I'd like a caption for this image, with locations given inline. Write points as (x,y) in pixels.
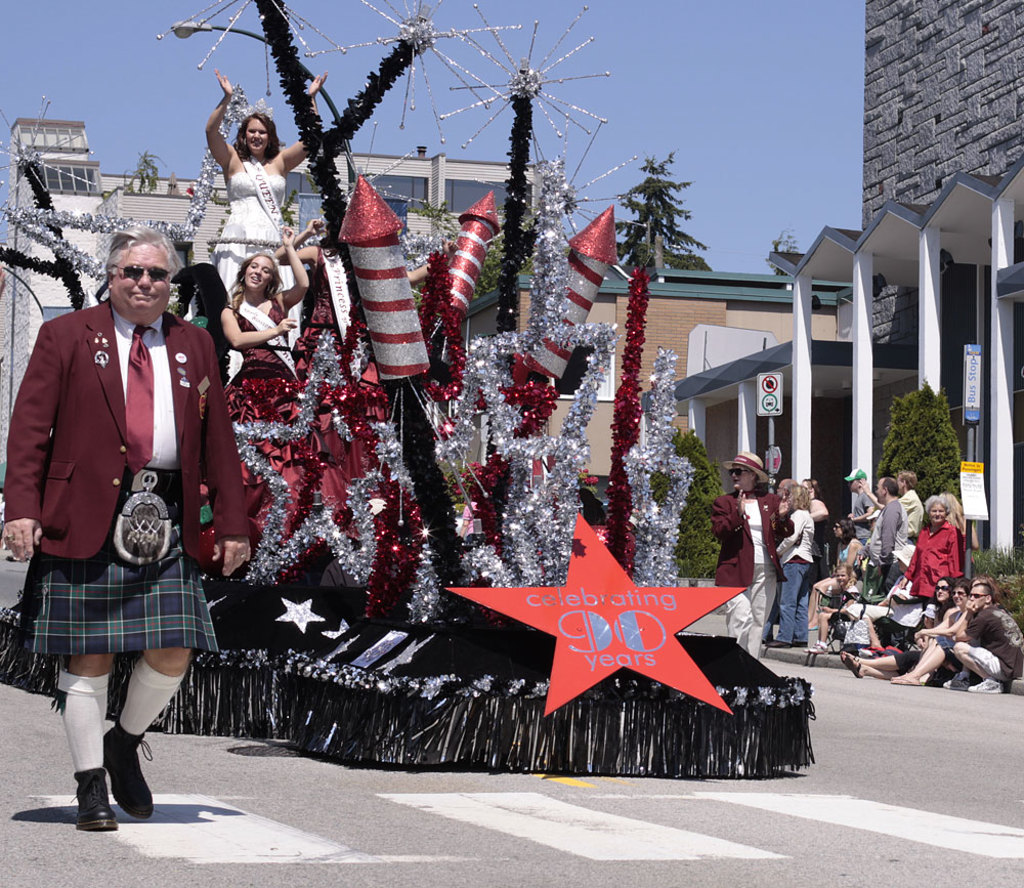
In this image we can see a person (135,484) wearing red color suit (104,493) and skirt (171,579) walking on the road (131,821) there are some persons (286,243) standing on the vehicle (312,142) which is decorated with stars (339,430) and rockets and on the right side of the image (858,519) there are some persons (854,545) sitting and standing near the house (687,402) and in the background of the image (681,150) there are some houses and clear sky (657,154).
